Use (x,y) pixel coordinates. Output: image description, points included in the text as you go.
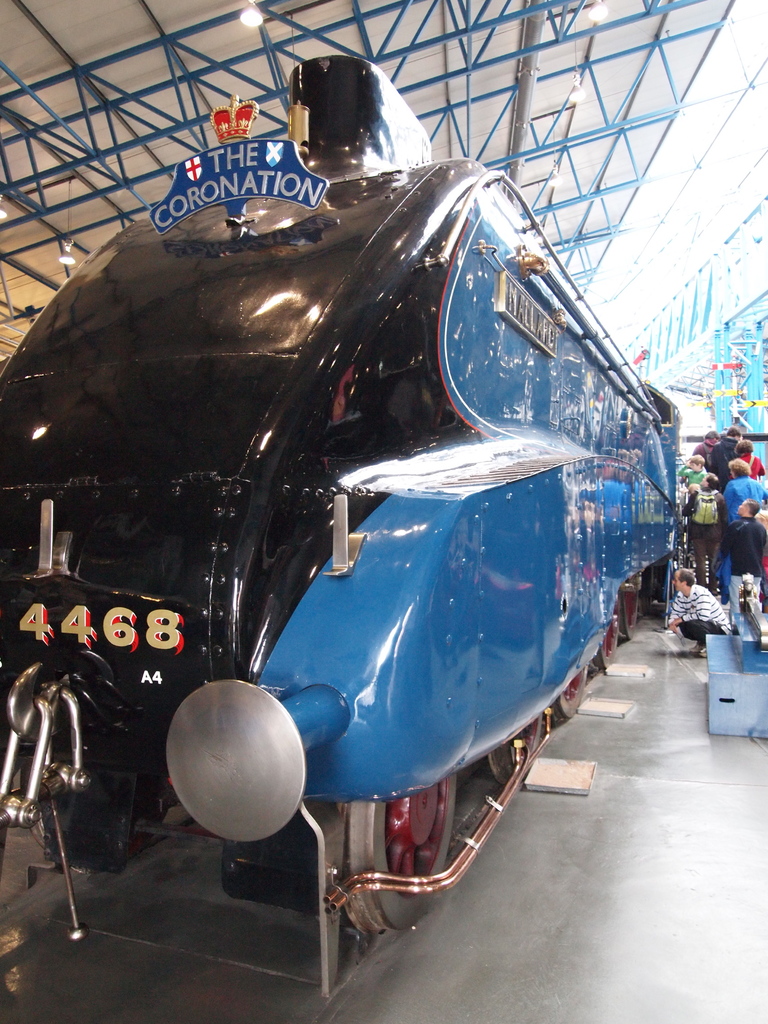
In the image we can see there is a train (421,502) standing on the floor (493,901) and there are people (735,455) standing near the train (632,605).
